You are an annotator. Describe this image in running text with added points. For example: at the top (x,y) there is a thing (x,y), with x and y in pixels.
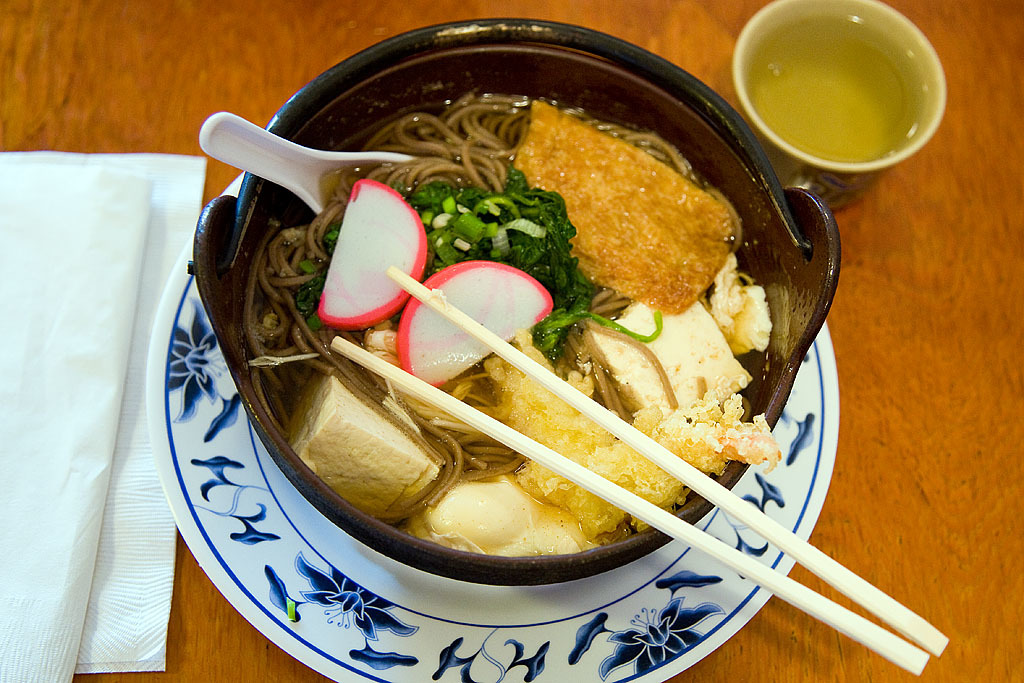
The food (373,243) is highlighted in this picture. The food (718,272) is presented in a bowl (262,185) with chopsticks (596,404) and spoon (275,177). Under this bowl (227,315) there is a plate (228,436). On this table (945,527) there is a cup (857,170) and tissue papers (123,264).
